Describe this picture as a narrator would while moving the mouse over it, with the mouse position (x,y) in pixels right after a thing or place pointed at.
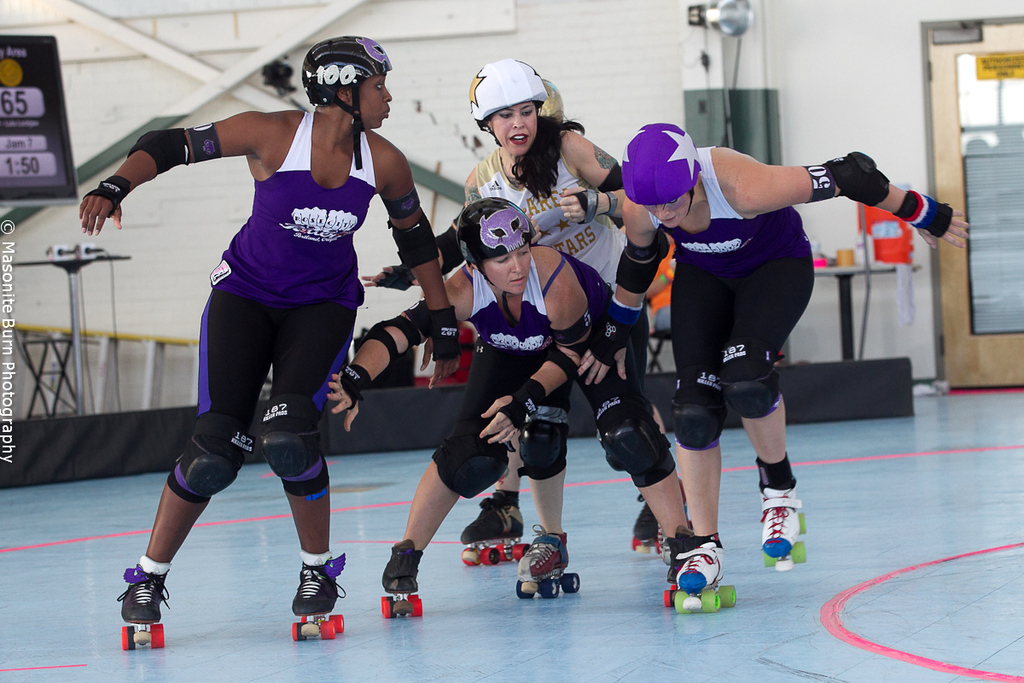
In the image in the center (472,260), we can see four people (492,249) are skating and wearing helmets (481,83). In the background (401,79) there is a wall (821,121), door (999,211), stand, microphone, banners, table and a few other objects (30,182).
